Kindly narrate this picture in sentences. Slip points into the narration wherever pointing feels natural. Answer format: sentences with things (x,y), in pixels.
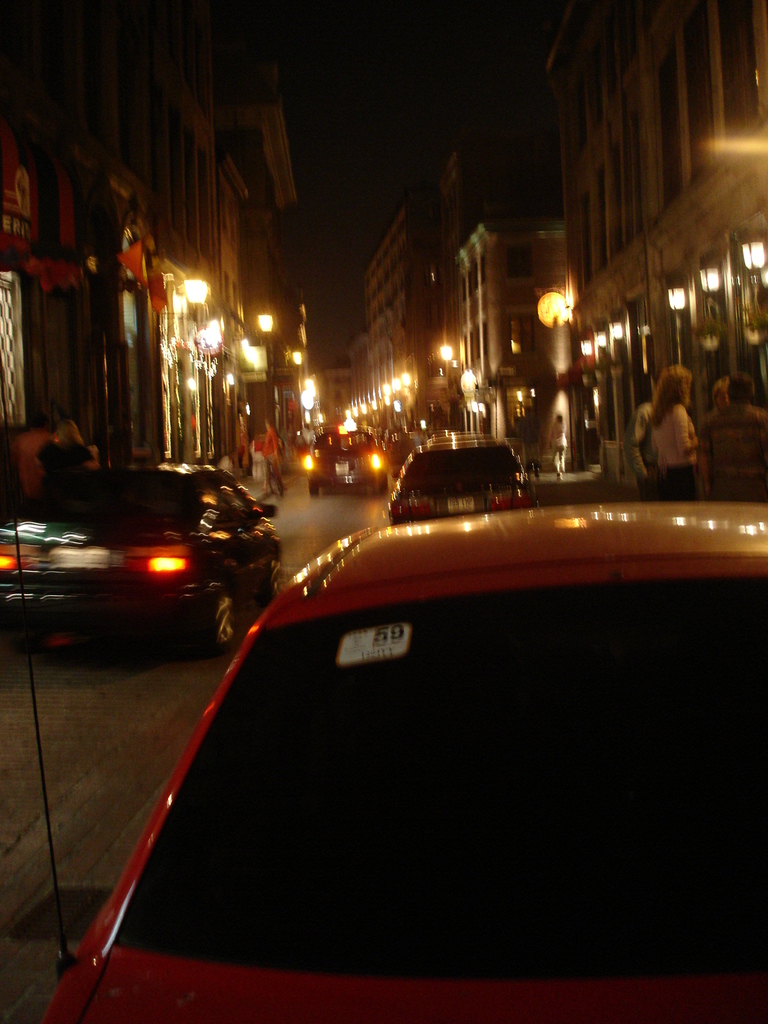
On the bottom (176,837) we can see red color car (485,903). On the road (331,497) we can see many other cars (377,486). On the right (687,433) there is a woman (658,402) who is wearing white shirt (685,442), trouser (666,490) and bag (645,458). She is standing near to the building (727,365). Here we can see many lights (619,336) on the wall (634,275). On the top (501,117) we can see darkness (501,117). On the left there is a door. Here we can see flags (154,299).
